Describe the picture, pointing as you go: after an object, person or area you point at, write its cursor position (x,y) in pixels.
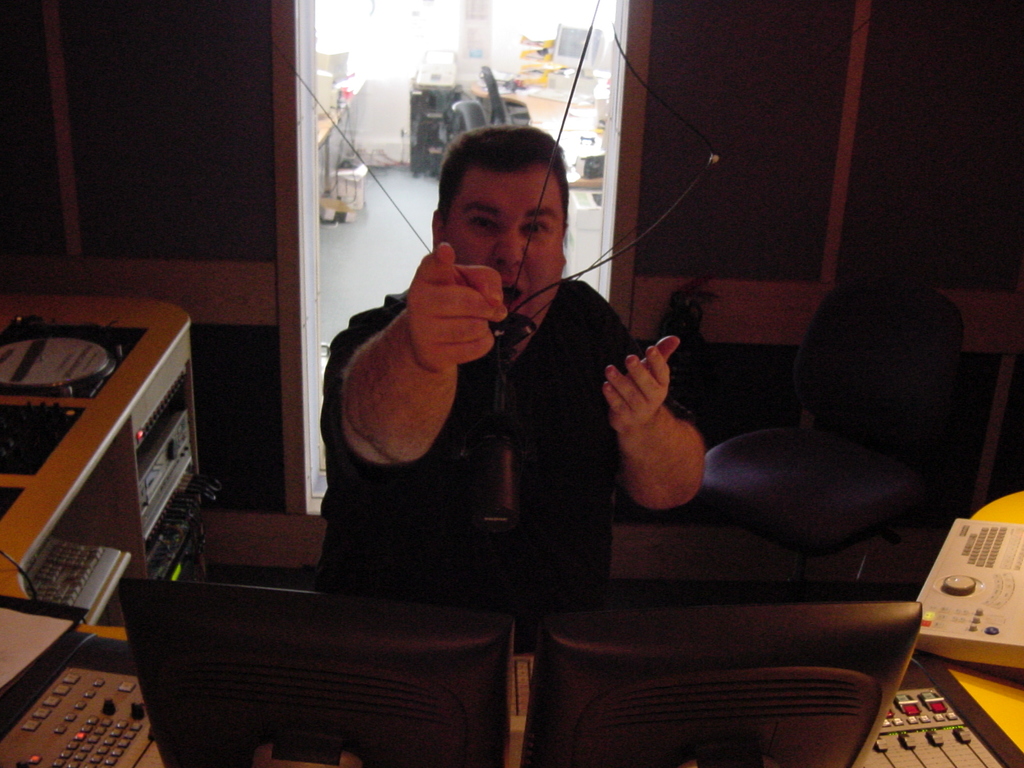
In this image, there is a person (546,324) standing and wearing black clothes (581,358). There is a chair (764,484) and room (598,192) behind this person (438,377). There are two monitors (487,645) and some electrical equipments (65,562) in front of this person (522,496).
